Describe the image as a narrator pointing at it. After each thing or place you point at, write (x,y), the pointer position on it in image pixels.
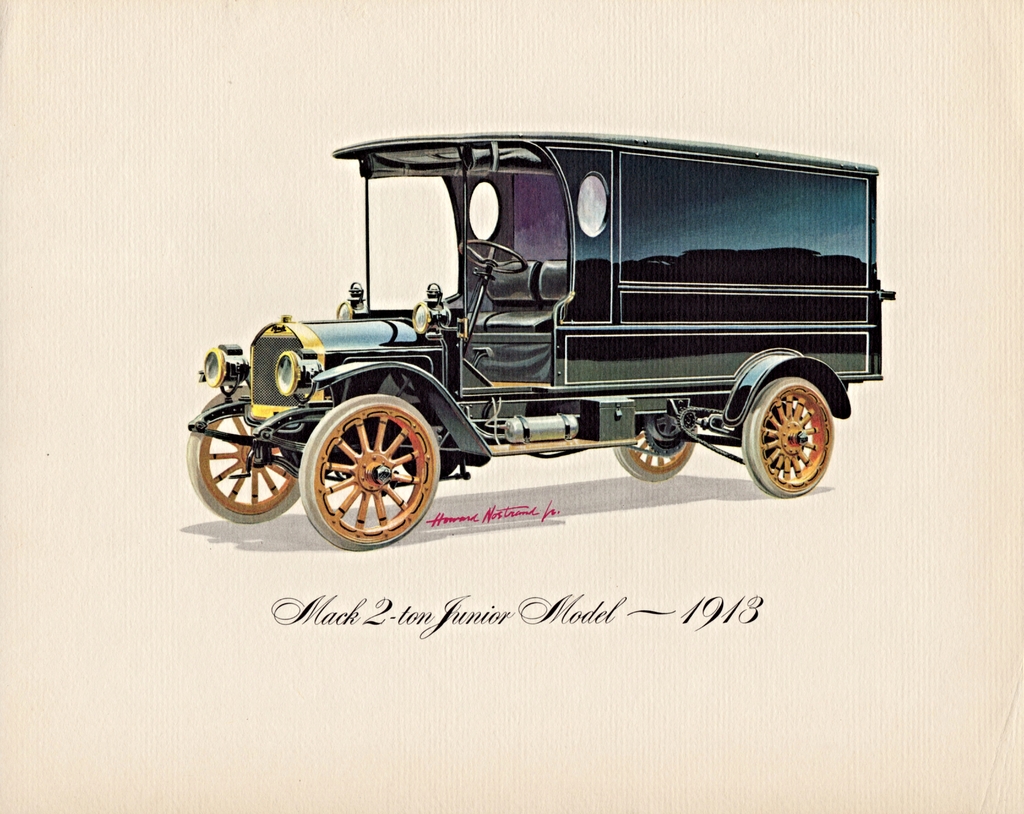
In this picture I can see a paper (384,267), there are words (578,618), numbers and there is an image of a vehicle (564,436) on the paper (352,689).
